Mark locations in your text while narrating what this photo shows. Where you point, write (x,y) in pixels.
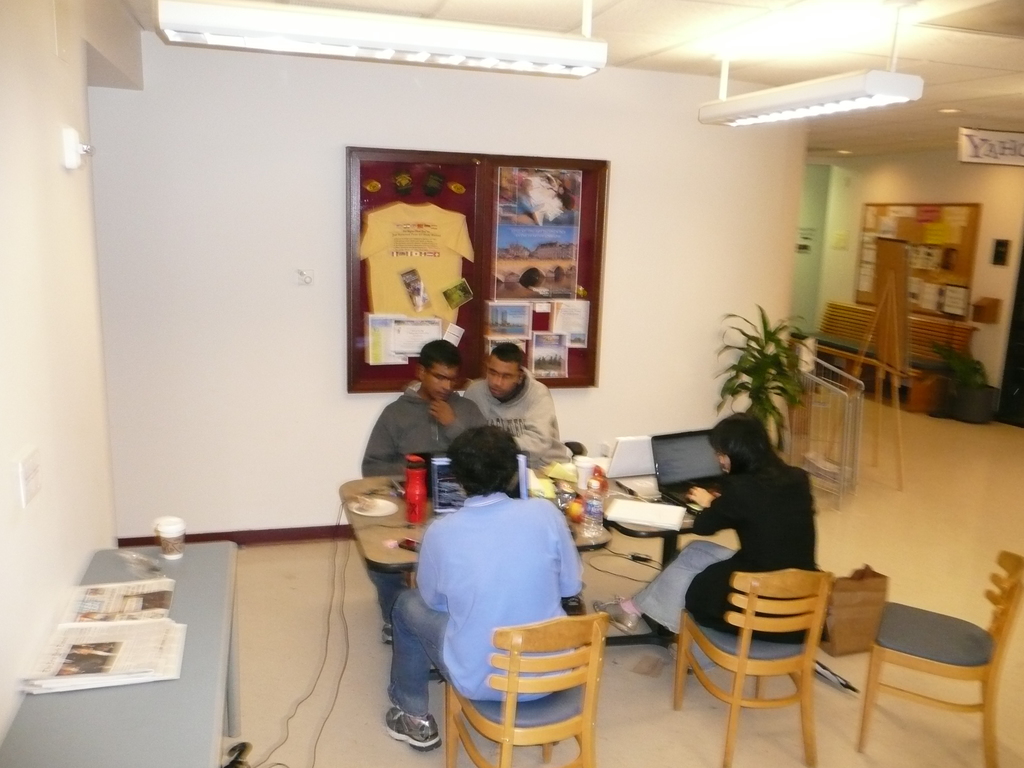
In this picture there are four people (432,386) sitting in front of a table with some laptop (646,484), box (671,528) and water bottle (586,513) and food (569,497) and other stuff (569,497) in the background (450,163) there is a notice board (363,294) for which has a t-shirt (376,258) and posters (575,263) and is also plant (767,412).
